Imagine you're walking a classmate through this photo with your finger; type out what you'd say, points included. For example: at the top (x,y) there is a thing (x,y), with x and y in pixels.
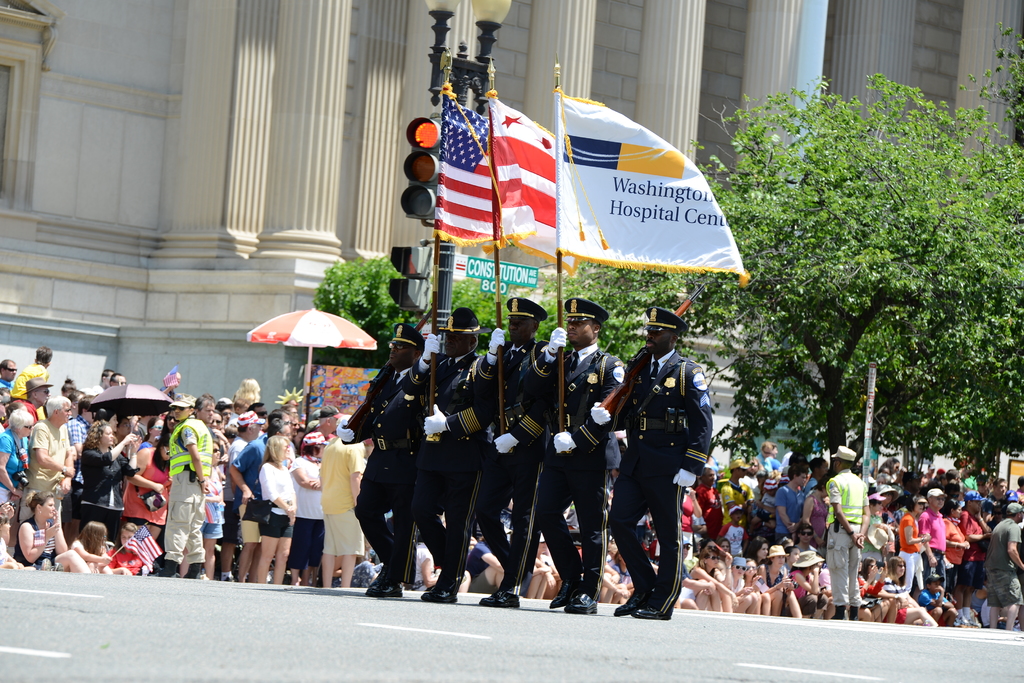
In this image we can see these people (402,363) wearing uniforms (634,445), caps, gloves (428,340) and shoes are holding flags (635,201) in their hands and walking on the road (228,629). Here we can see a few more people (967,493) standing on the side of the road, we can see umbrellas (337,340), traffic signal poles (425,133), light poles (435,29), trees (985,237), pillars (391,53) and the building (352,192).
